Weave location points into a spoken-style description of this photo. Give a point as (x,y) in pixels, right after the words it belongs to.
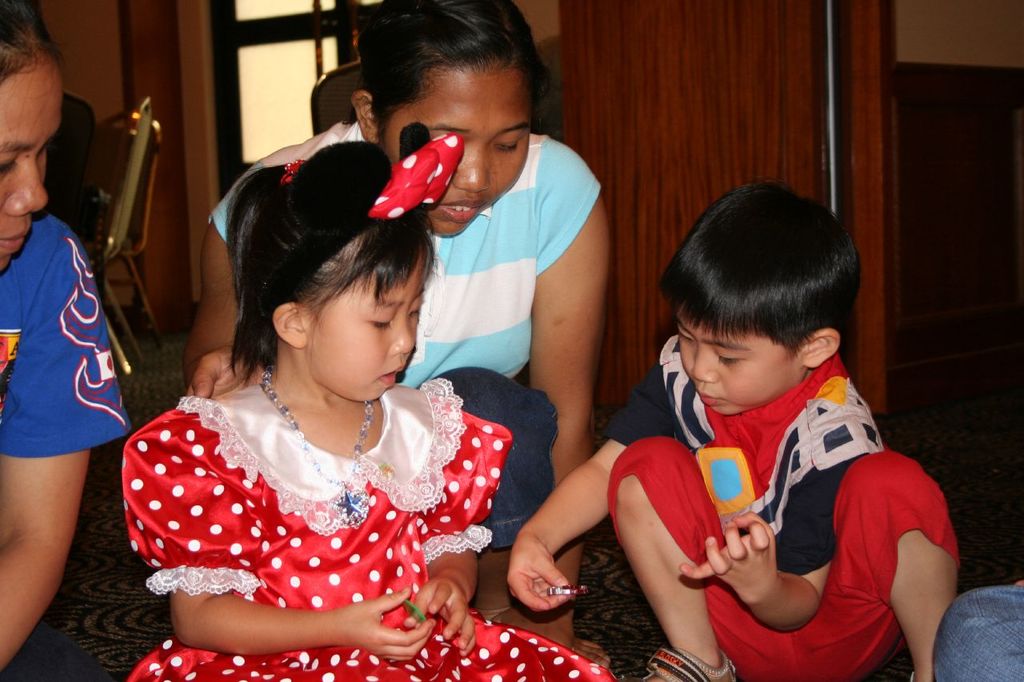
In this picture, we can see a woman (61,511) and a girl (125,478) in dress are sitting on a floor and one other kid (771,598) is in squat position. Behind the people (77,341) there are chairs (82,147), wall (617,112) and windows (242,85).
